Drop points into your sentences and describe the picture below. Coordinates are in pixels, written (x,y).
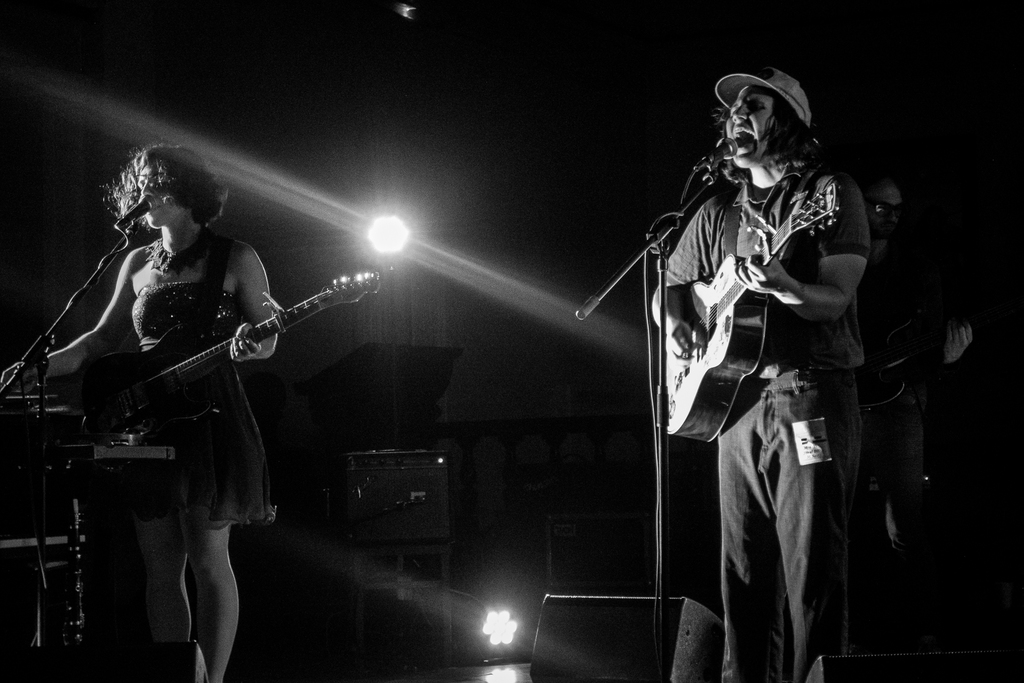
This picture shows a men (788,491) and a woman (218,642) singing with the help of a microphone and playing guitar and we see other man (880,275) standing and playing guitar (885,348) on the back (876,334).
